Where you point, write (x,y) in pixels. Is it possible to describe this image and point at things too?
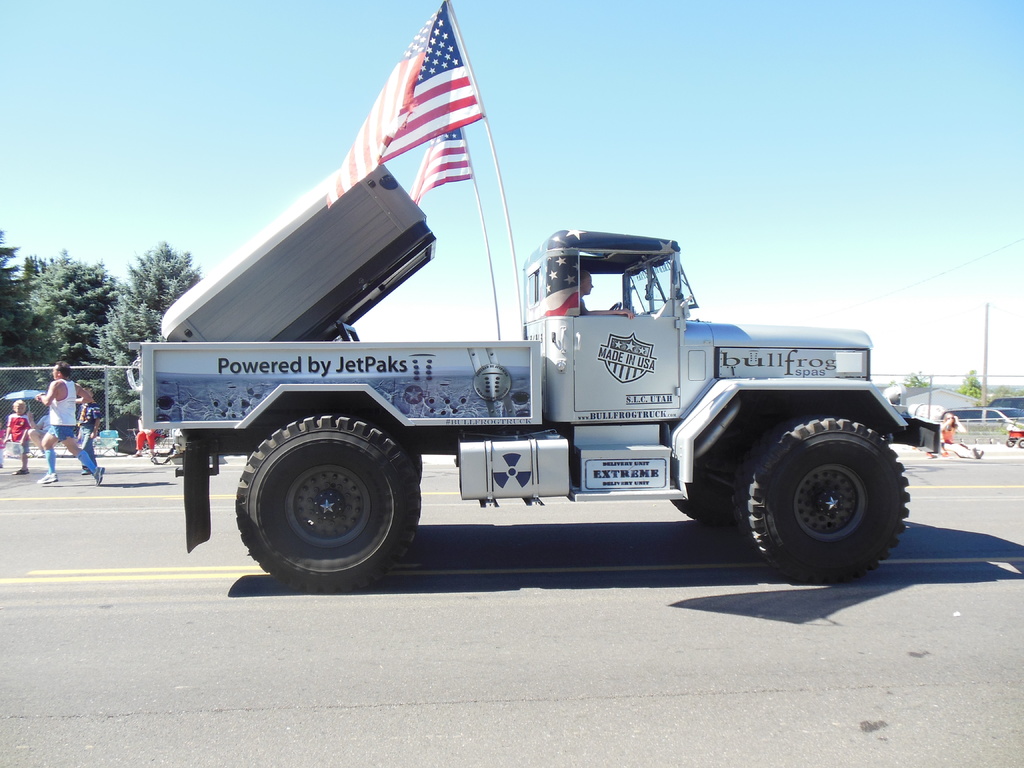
In this image I can see the road (543,659), a vehicle (547,420) which is white and black in color on the road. I can see a person (584,281) sitting in the vehicle (574,289) and two flags (432,76) attached to the vehicle (486,358). In the background (468,325) I can see few persons (21,418) are standing on the road (928,478), few trees (15,354), few buildings (953,392) and the sky (754,298).
